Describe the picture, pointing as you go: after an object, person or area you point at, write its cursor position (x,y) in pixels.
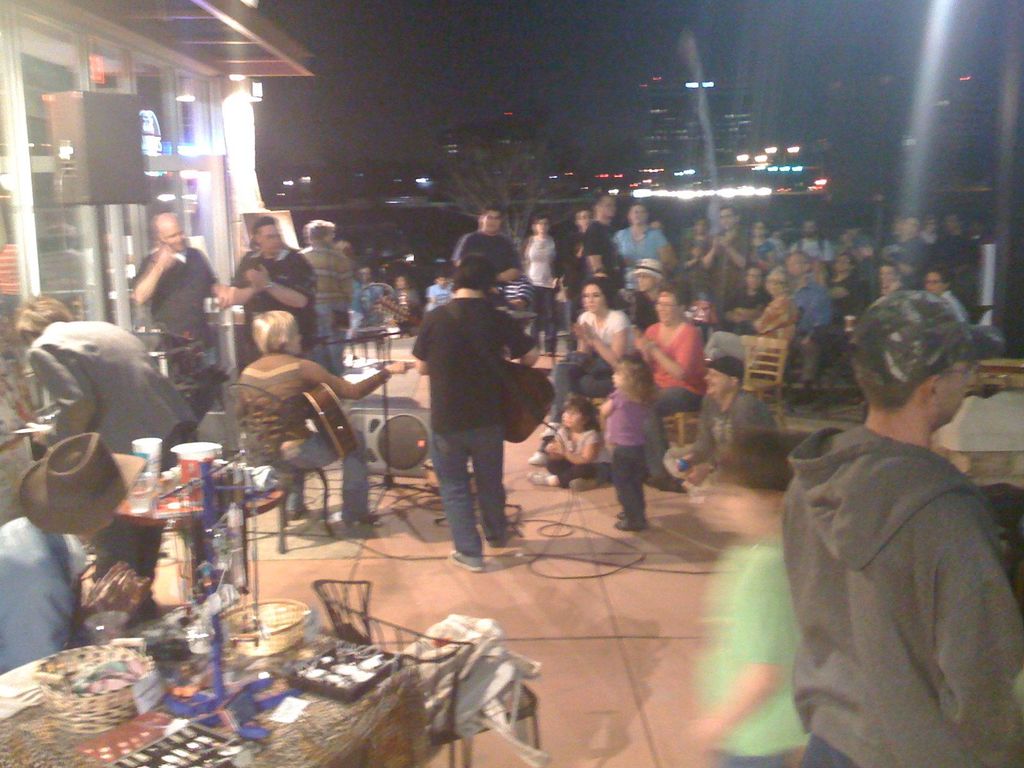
In this image there are a few people (471,431) playing musical instruments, around them there are a few people (645,359) sitting in chairs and some other people (323,291) standing and there are some objects (161,657) on the tables (77,743), there are chairs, speakers (99,146), beside them there is a building (170,140) with glass walls (176,180), in front of them there are trees (493,179) and buildings (899,137), on the surface (508,580) there are some musical equipment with cables (443,557).
